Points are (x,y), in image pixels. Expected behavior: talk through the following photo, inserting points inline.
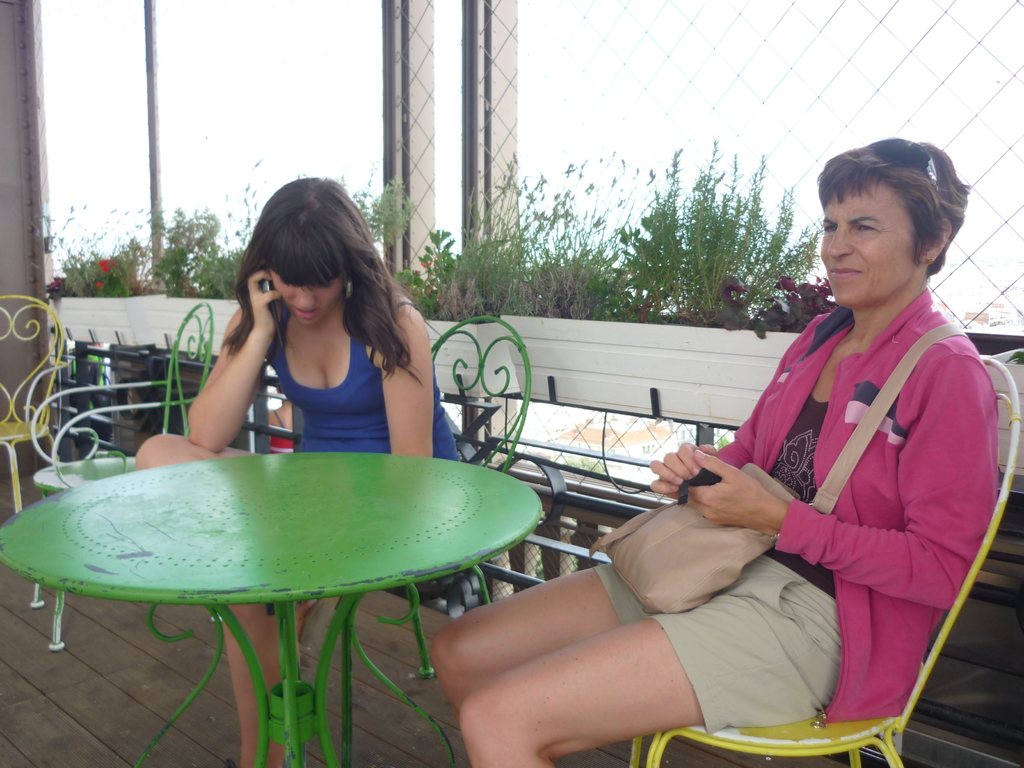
In this image there are two lady persons (774,422) who are wearing pink and blue color dress (889,431) sitting on the chair (505,468) at the right side of the image (841,415) there is a lady person (863,479) carrying bag (711,579) and at the background of the image (514,206) there is a fencing (551,192) and plants (514,206).
